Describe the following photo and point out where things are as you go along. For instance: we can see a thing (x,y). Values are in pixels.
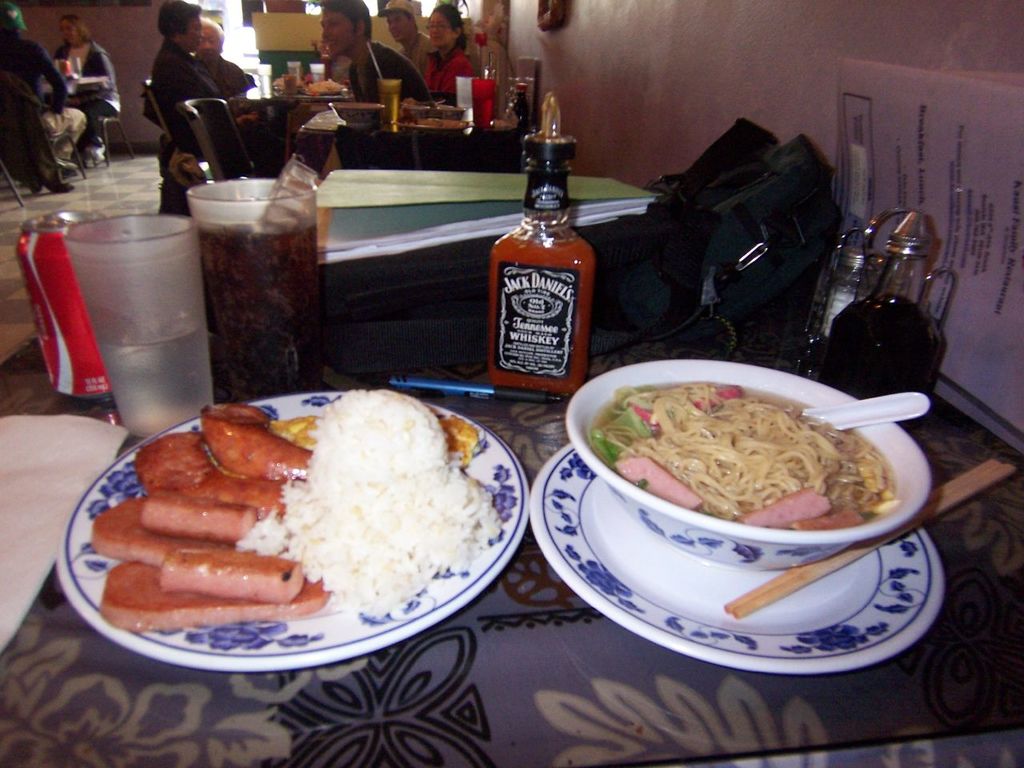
In this image there are few people (227,86) sitting on the chair (207,125). On the table (472,652) there is a plate (348,639), food (317,524), glass (283,285), tin (66,374), bottle (555,332), bag (694,234) and a papers (456,224).
